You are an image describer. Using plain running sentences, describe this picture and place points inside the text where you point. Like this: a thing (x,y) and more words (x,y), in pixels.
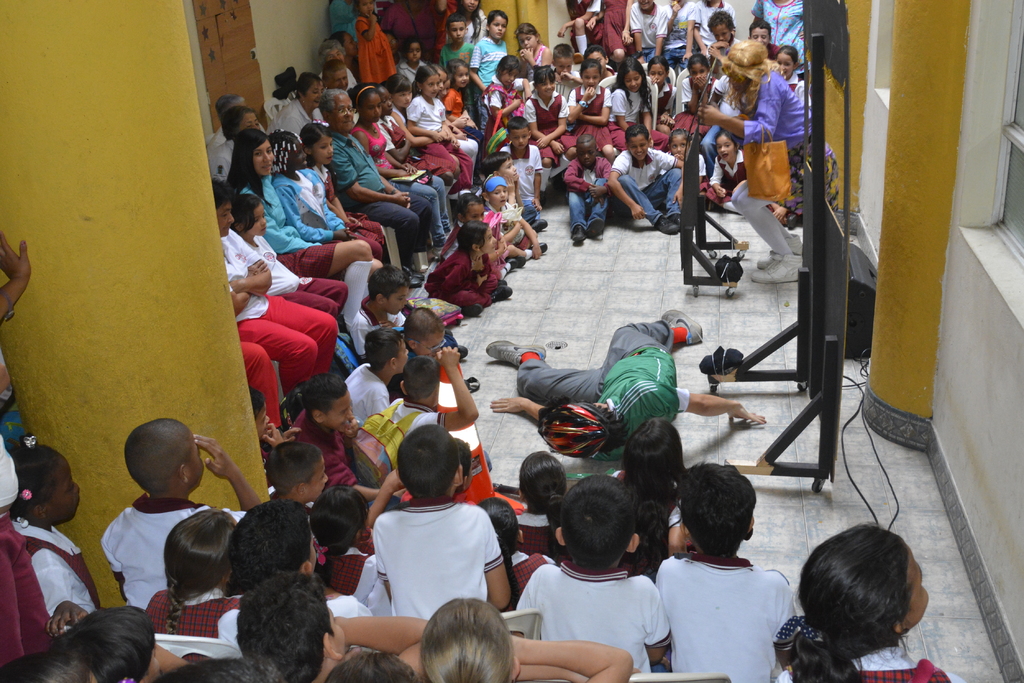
On the right (951,357) and left side of the image (185,307) there is a wall (214,425), there is a person (672,395) lying on the floor (682,372) and the other person (772,256) acting, around them there are many spectators (619,590) and few objects (741,253).
